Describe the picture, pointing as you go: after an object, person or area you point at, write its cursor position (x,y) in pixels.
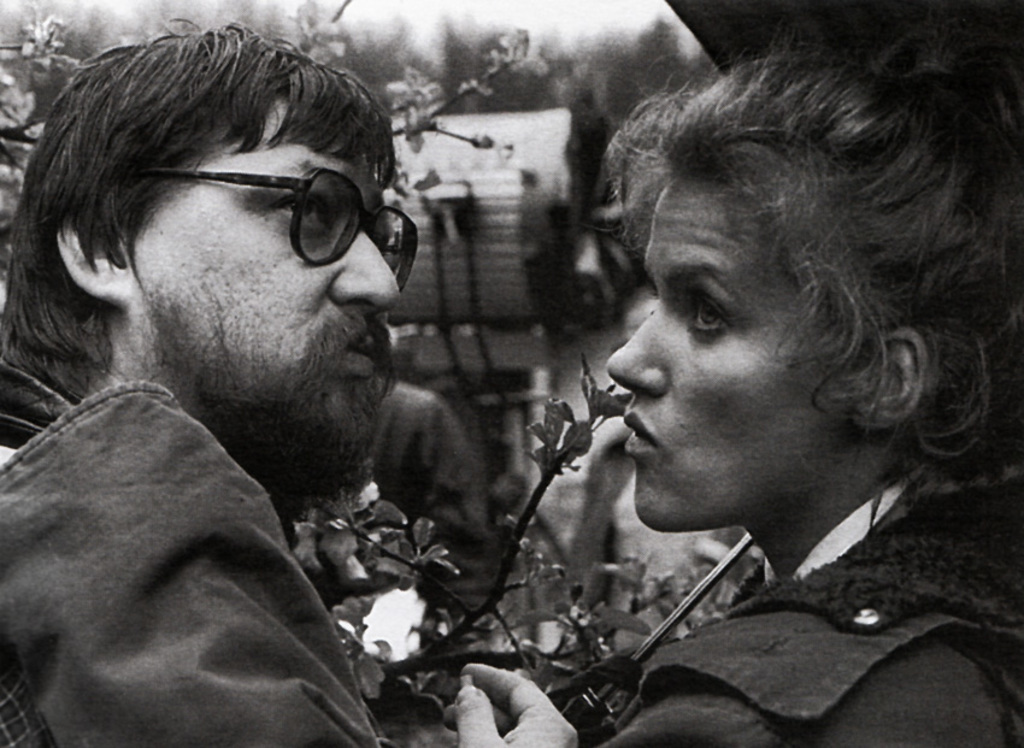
In the foreground of this picture (940,215) we can see the two persons (696,645) and we can see the plants (544,483). In the background (493,176) we can see many other objects (595,183).
